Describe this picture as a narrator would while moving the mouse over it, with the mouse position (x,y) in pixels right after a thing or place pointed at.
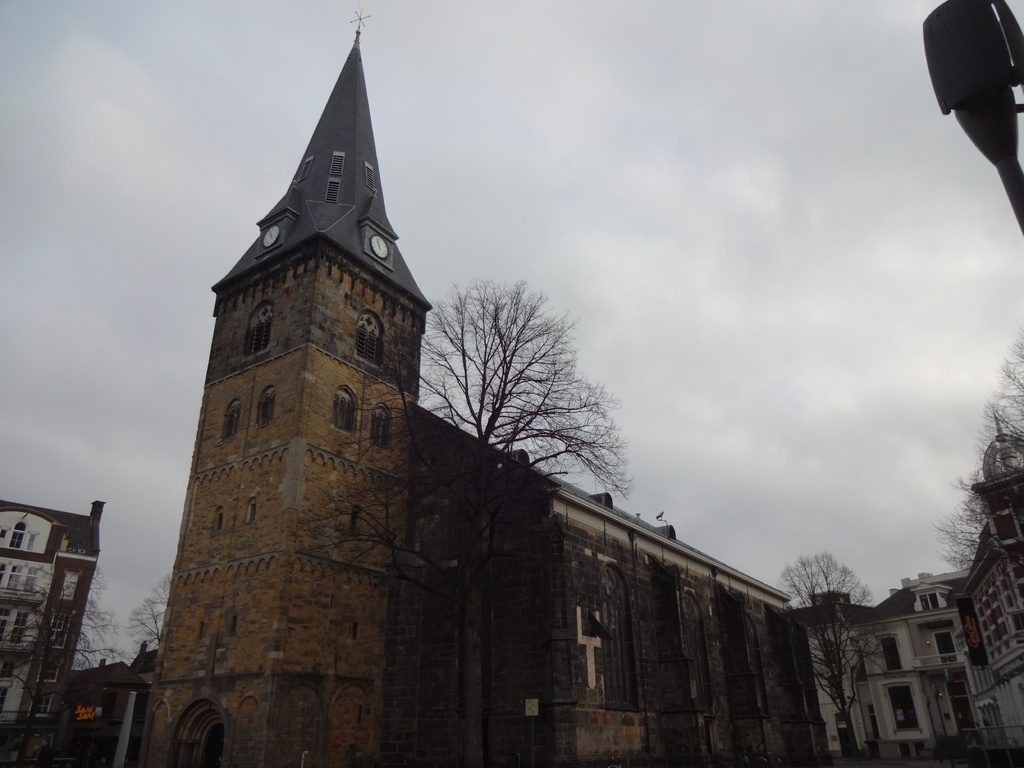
In the center of the image (598,293) we can see the sky (912,399), clouds (553,461), buildings (386,229), windows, trees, wall clocks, banners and a few other objects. At the top right side of the image (935,33), we can see one black color object (984,124).
